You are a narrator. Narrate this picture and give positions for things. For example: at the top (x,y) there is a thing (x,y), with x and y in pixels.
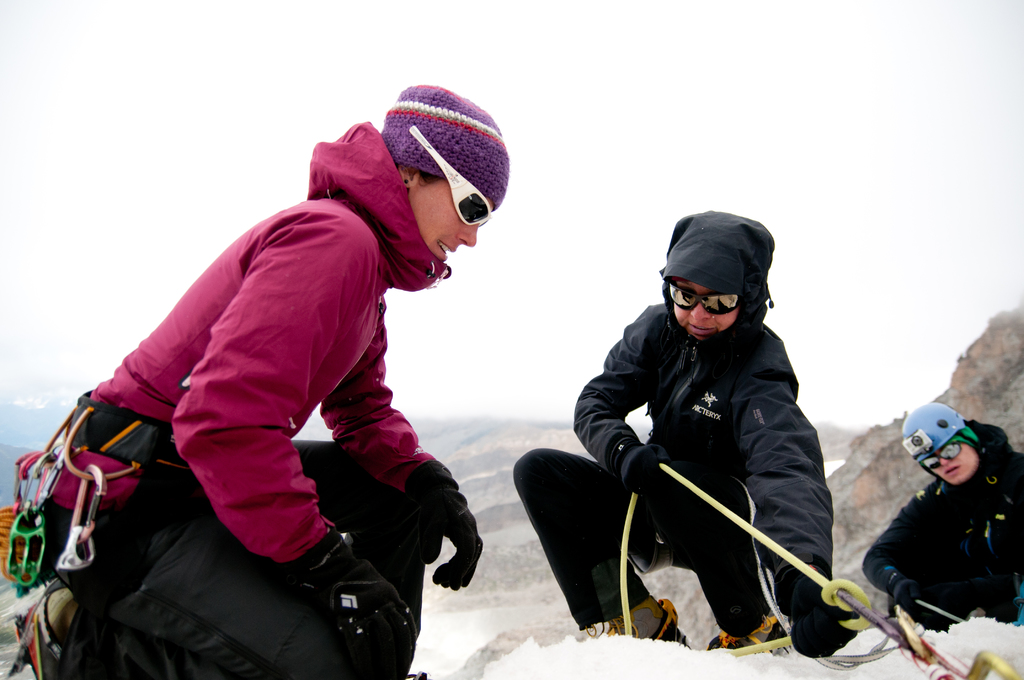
In this picture we can see three people (582,590), they are in the ice (581,653), and they wore spectacles (465,197) and jackets (997,500), in this we can see the middle person (669,447) is holding a rope (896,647), in the background (854,484) we can see hills (886,455).
